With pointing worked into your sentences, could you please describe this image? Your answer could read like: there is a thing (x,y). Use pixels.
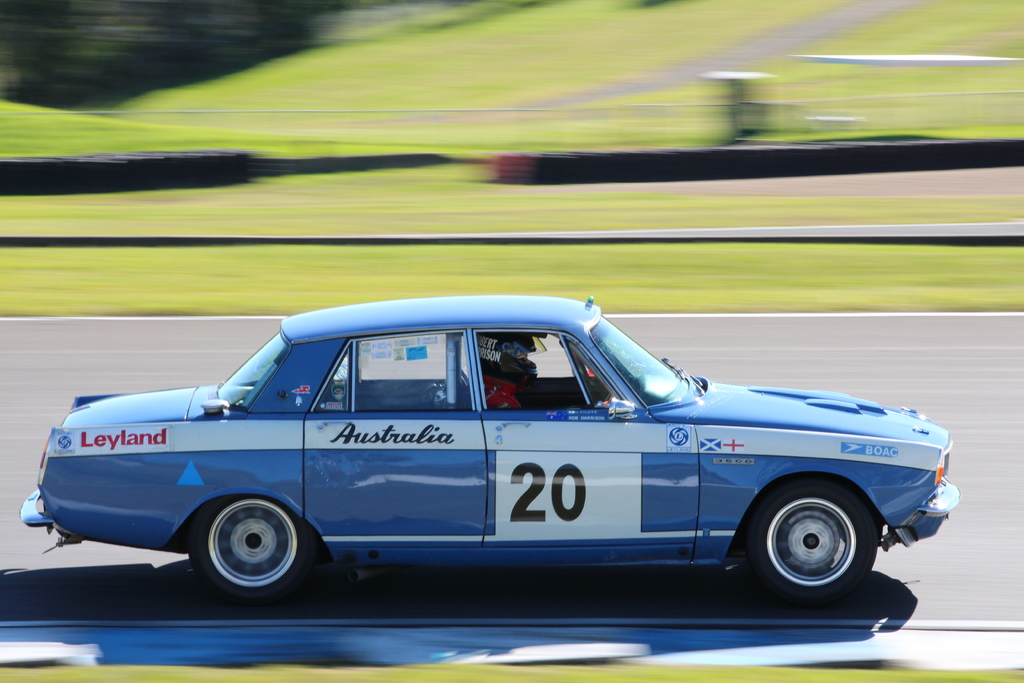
In this image I can see a car (38,487) in blue color, in side I can see a person (496,399) sitting and I can see blurred background (87,140).
